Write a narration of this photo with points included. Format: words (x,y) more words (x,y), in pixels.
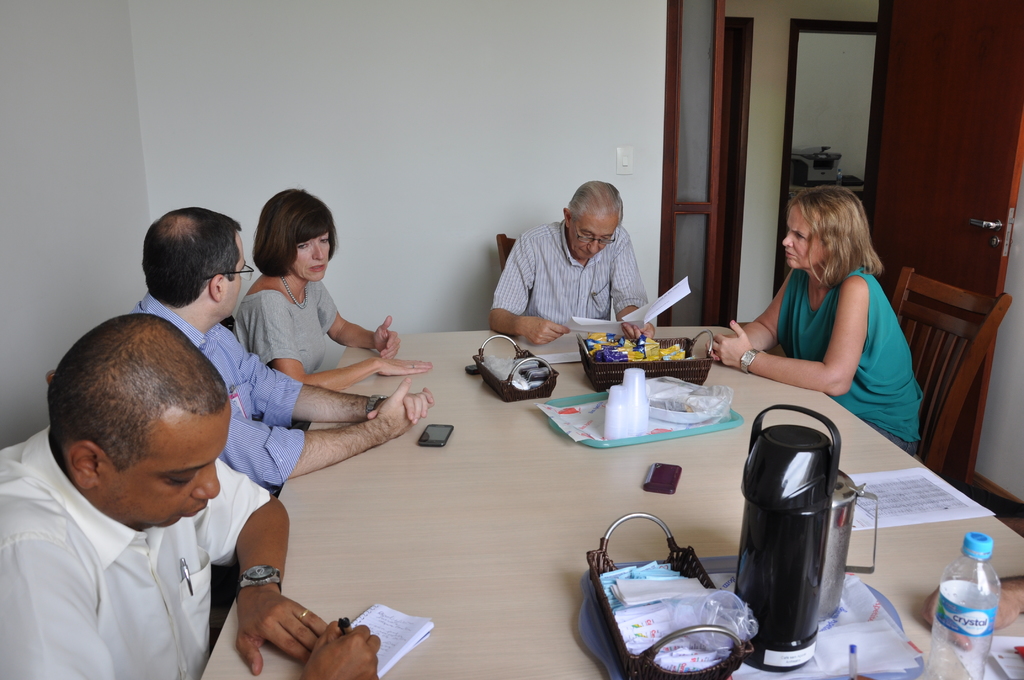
This picture shows a group of people (6,640) seated on the chairs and we see a man (333,642) writing and a man (600,308) reading and we see bottles (791,635), papers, cup (620,423) on the table (339,596).
